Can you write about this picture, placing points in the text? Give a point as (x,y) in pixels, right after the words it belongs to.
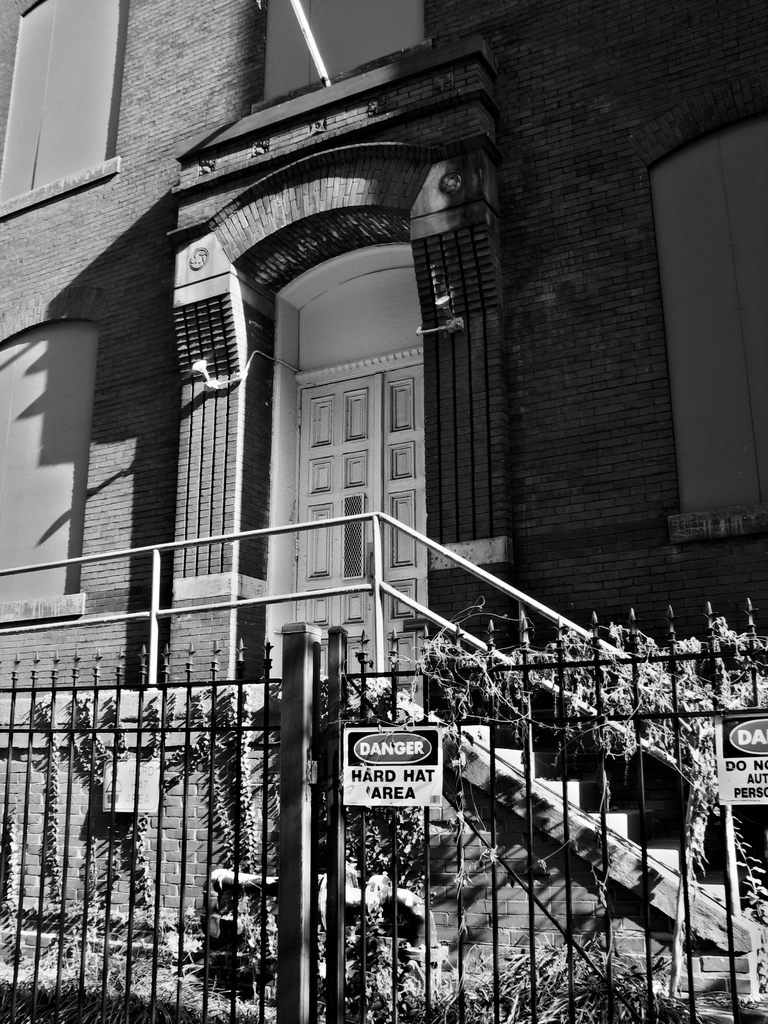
In front of the image there are boards (760,773) with some text (725,760) on it. There is a metal fence (688,923). There are creepers (518,682). At the bottom of the image (8,1006) there is grass (215,1006) on the surface (173,976). In the background of the image (697,896) there are stairs (706,900). There is a railing (31,567). There is a closed door (300,571). There is a building (555,498).
